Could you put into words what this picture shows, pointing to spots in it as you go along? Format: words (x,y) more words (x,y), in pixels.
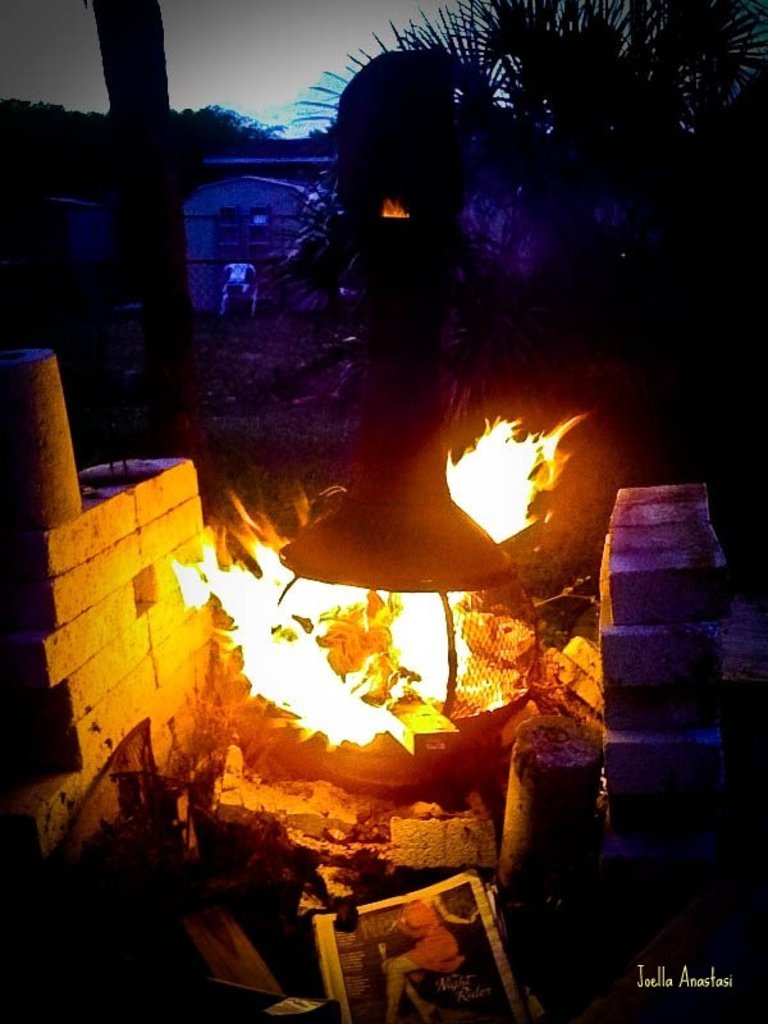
In this image in the center (347,653) there is a fire (372,692). In the background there are trees (479,145), there is a chair (232,277) which is white in colour. On the left side (128,604) there is a wall (131,679). In the front (410,959) there is a frame (425,971).
